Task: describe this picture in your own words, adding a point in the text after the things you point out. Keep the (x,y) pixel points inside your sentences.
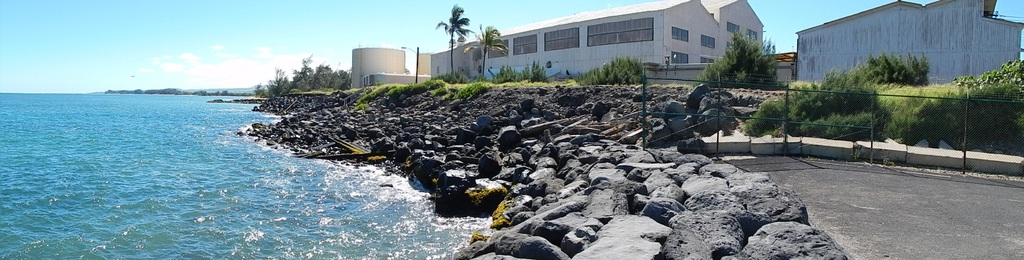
This is an outside view. In the middle of the image (429,140) there are many rocks (468,143). On the left side (175,159) there is an ocean (191,166). On the right side (848,74) there are few buildings (504,57), trees (716,71) and plants (436,81) on the ground (843,113). At the top of the image (249,31) I can see the sky (260,33) and clouds (233,61). In the bottom right (903,208) there is a road (858,207).
